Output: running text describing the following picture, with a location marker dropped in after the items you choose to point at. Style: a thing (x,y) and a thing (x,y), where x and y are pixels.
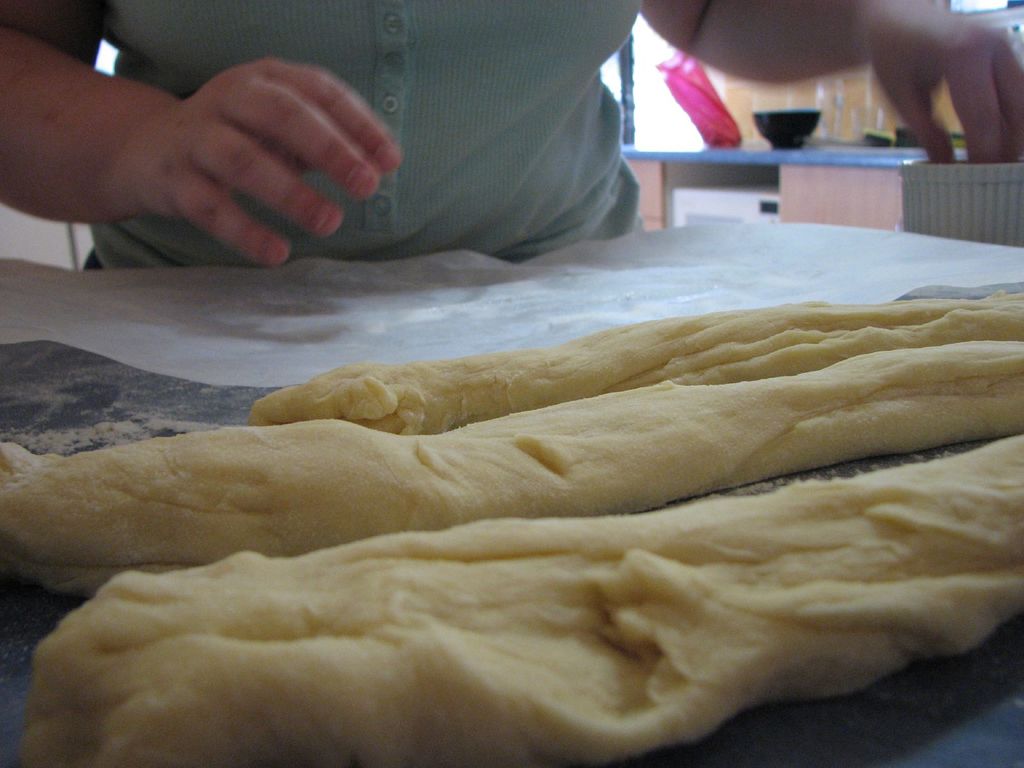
In this image there is a food item (474,574) placed on the table (181,383). Behind the table (380,264) there is a person (358,170) standing. At the back side (800,156) there are few objects (793,116) placed on the table (816,149).
